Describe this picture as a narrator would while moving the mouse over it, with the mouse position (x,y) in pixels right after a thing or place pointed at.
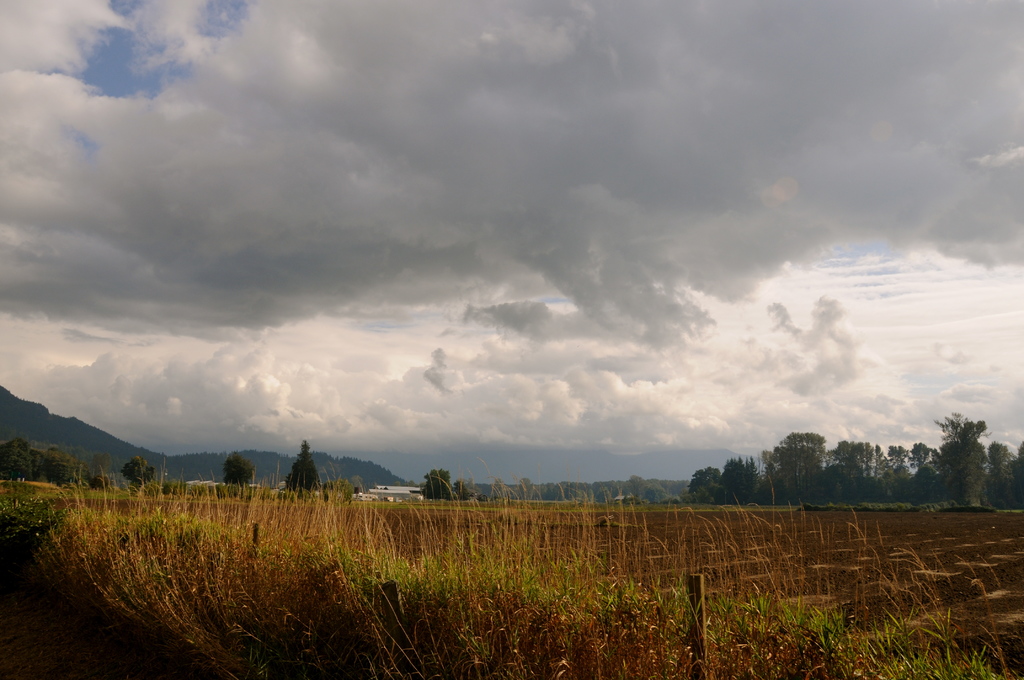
At the top of the image (244,131) there are clouds (306,335). At the bottom of the image (466,584) there is grass (305,623). In the background of the image (800,464) there are trees (219,462).
